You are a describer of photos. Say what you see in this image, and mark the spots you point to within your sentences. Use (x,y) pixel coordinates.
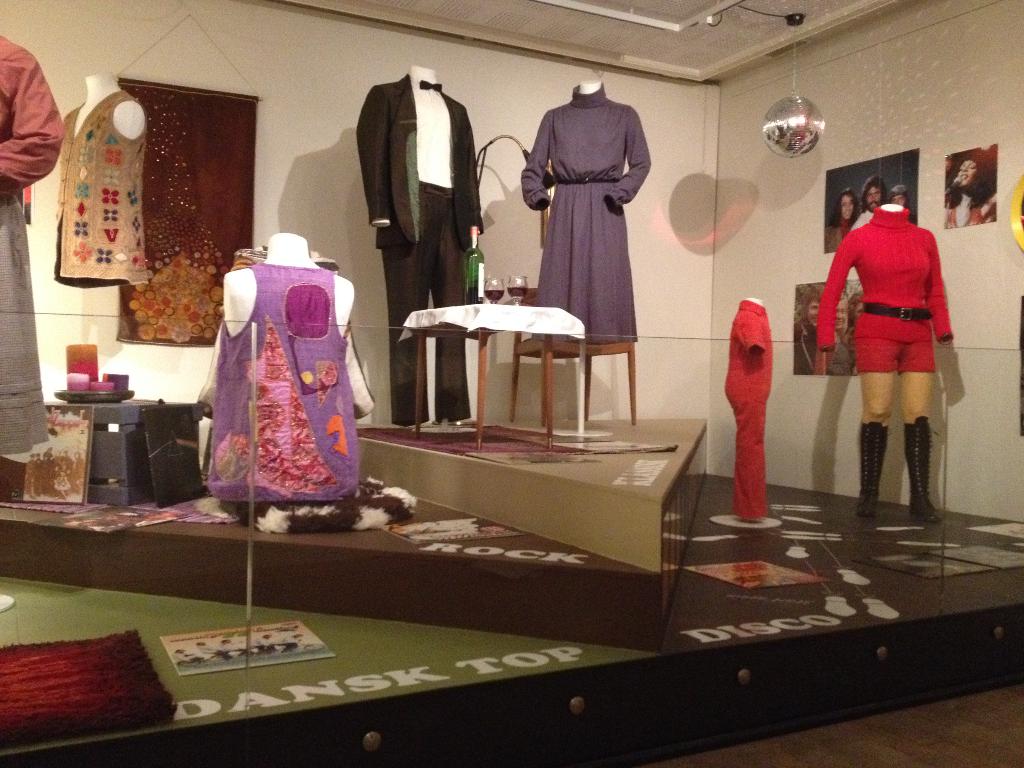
In this image there are mannequins (732,381). In the center of the image (517,297) there is a table (464,305) and there are glasses (493,287) and bottle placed on the table (457,331). There is a chair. In the background (197,118) there is a wall decor (207,106) and some posters (844,178) which are pasted on the wall (793,168). At the top (787,125) there is a decor ball (808,126).
